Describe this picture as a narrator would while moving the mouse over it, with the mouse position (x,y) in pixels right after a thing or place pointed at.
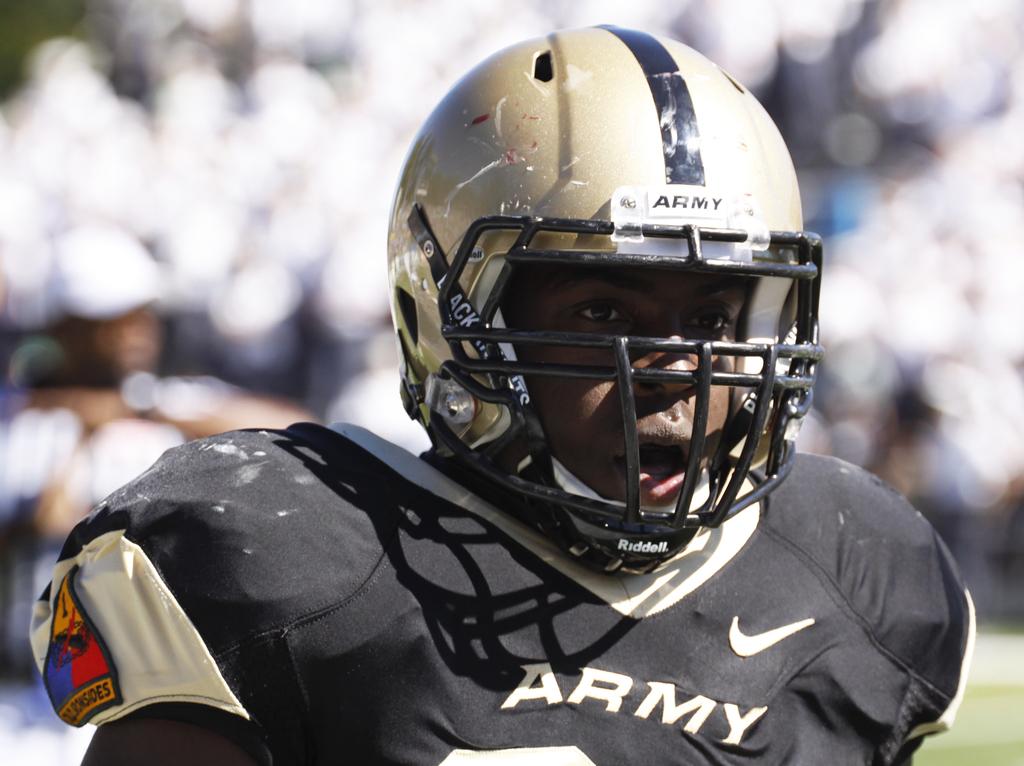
In this picture there is a person (575,730) with helmet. At the back (286,131) the image is blurry and there is text (748,714) on his dress (596,695).
